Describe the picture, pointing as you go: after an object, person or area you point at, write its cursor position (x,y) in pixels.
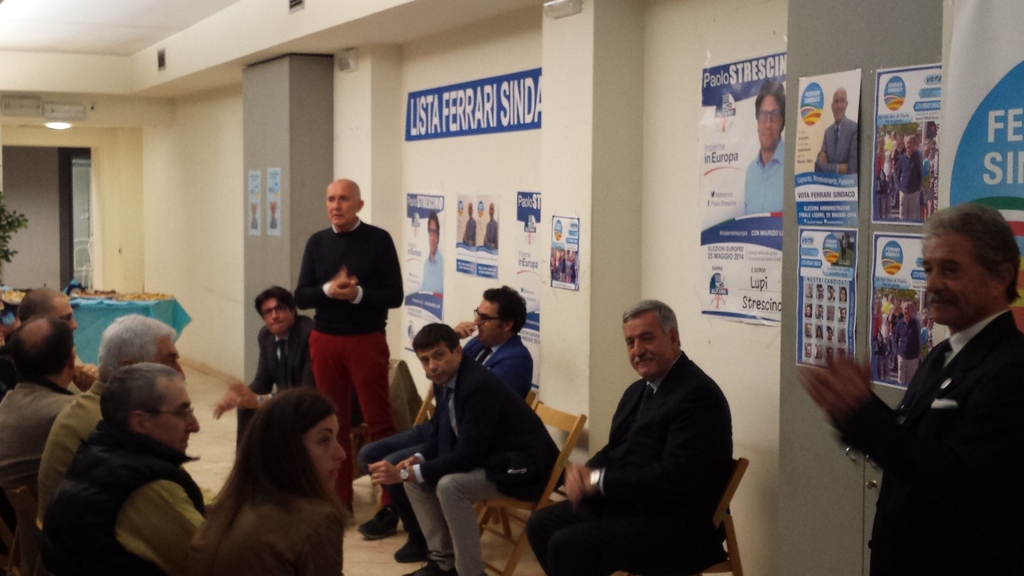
In this image we can see so many people (347,347), in these two people (380,275) were standing and the remaining people (63,523) were sitting in the chairs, in the background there is a wall (280,262) with different posters (995,37) and the posters (494,261) are texted.
